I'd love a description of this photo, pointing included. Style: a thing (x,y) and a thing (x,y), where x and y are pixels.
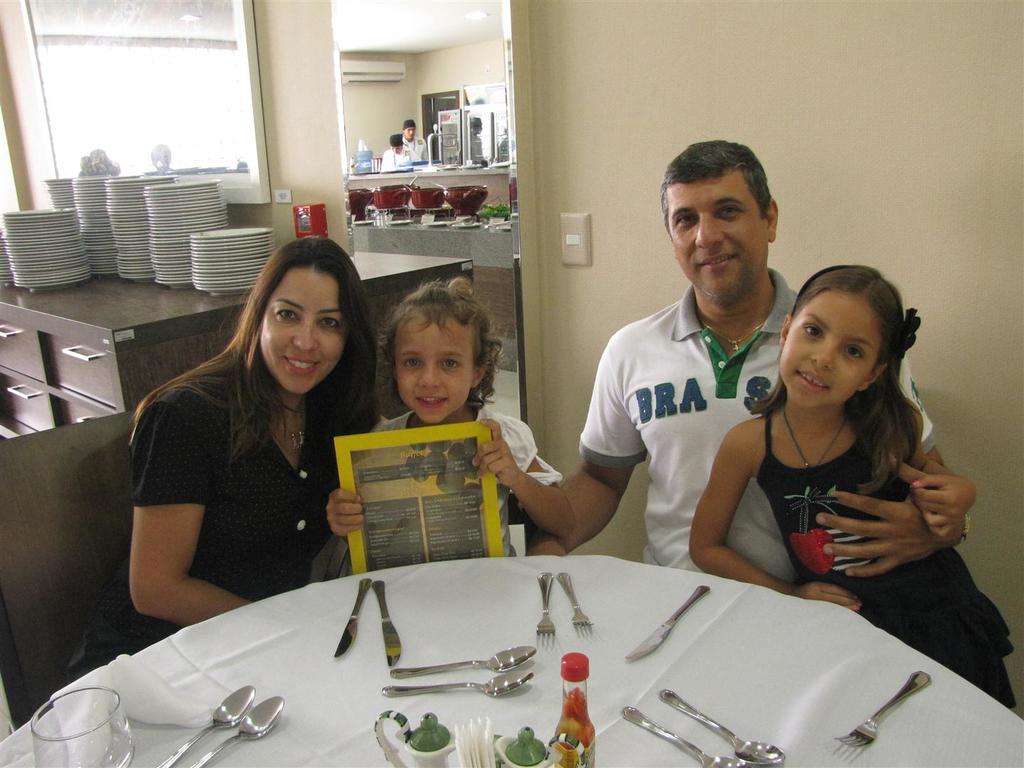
In this picture we can see a woman (253,482) is sitting on a chair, and beside her a girl (456,386) is holding a menu card (441,466) in her hand (485,444), and beside a man (664,334) is sitting and a girl (773,460) is standing, and in front (396,591) there is the table (469,590) there are spoons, knives (389,625), forks (546,616) and glass (85,719) on it. and here on the table (133,294) there are many plates (178,197) on it.
